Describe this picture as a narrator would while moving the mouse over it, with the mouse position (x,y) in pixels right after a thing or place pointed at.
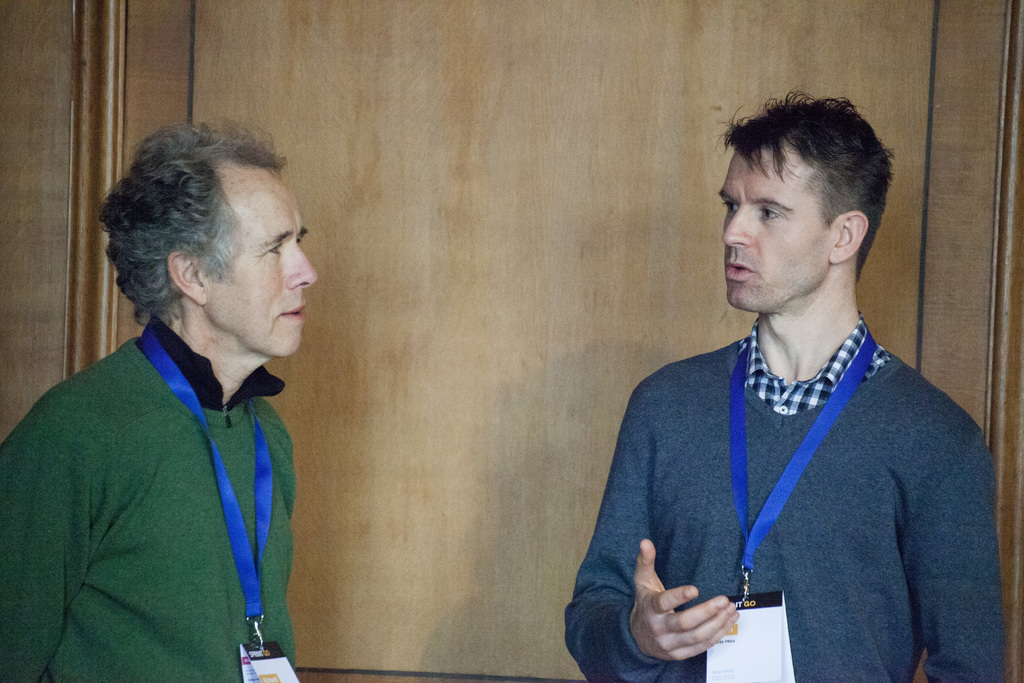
In this image there are two men (730,521) in the middle (663,387). In the background (412,232) there is a wooden wall (412,215). On the left side (148,585) there is a man (148,585) who is wearing an id card (253,590). On the right side (770,585) there is another man (780,583) who is wearing an id card (760,597) and raising his hand (661,611).
